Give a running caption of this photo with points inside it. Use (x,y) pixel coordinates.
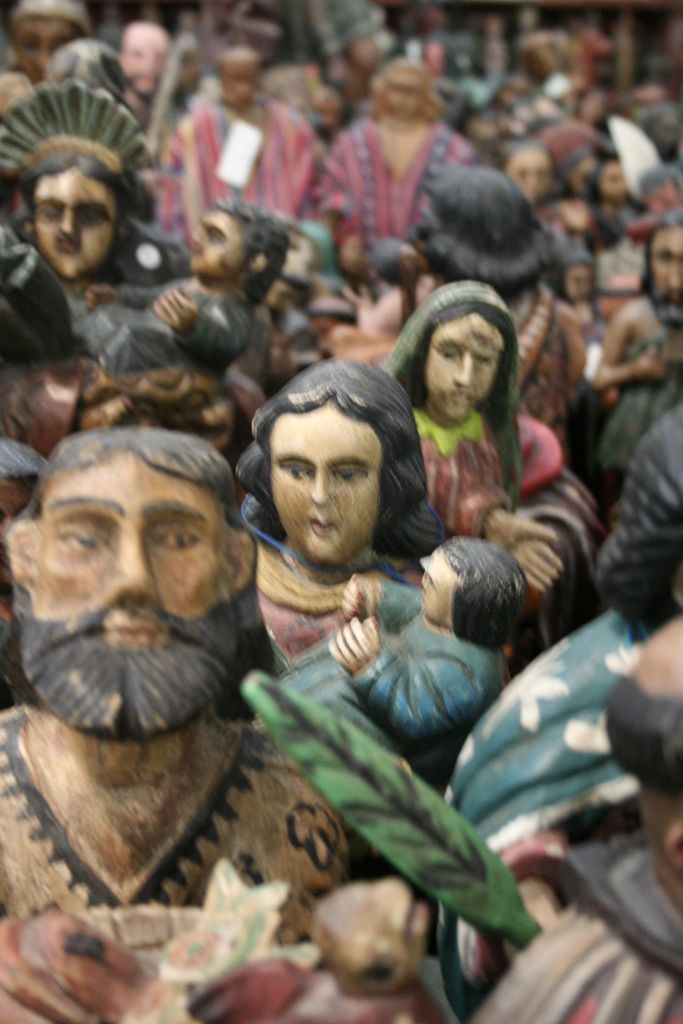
In this image I can see toys (340,658).
